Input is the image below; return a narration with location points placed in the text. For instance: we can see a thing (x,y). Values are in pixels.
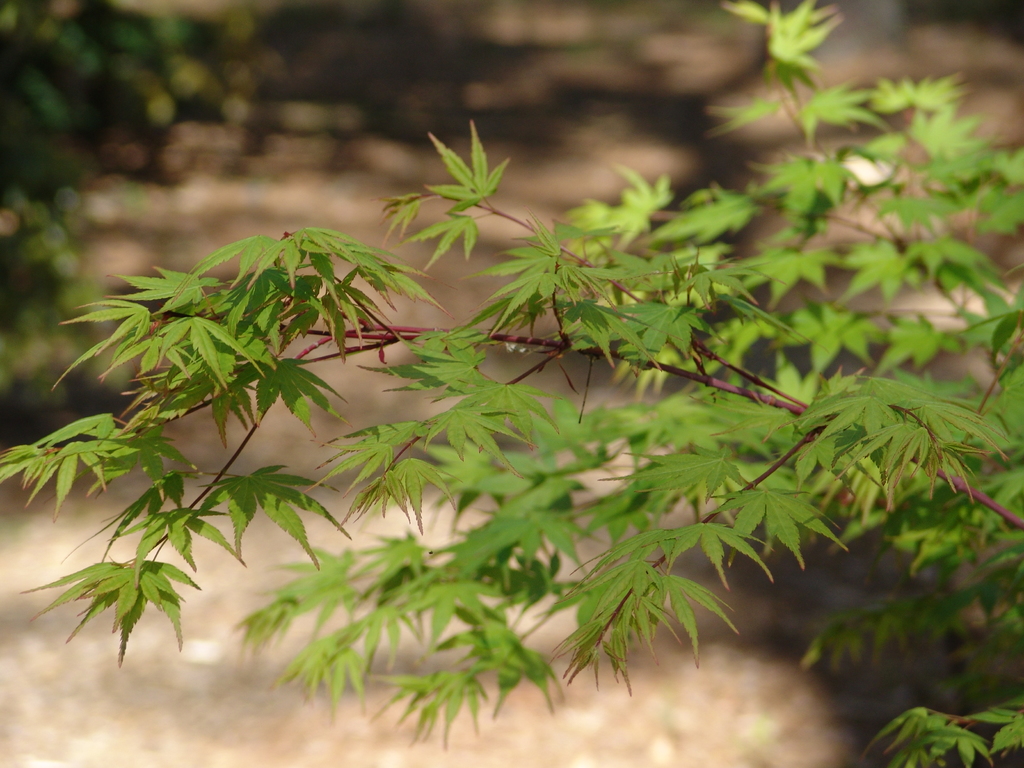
In this image in front (859,464) there are trees (261,318) and the background of the image (365,149) is blur.
